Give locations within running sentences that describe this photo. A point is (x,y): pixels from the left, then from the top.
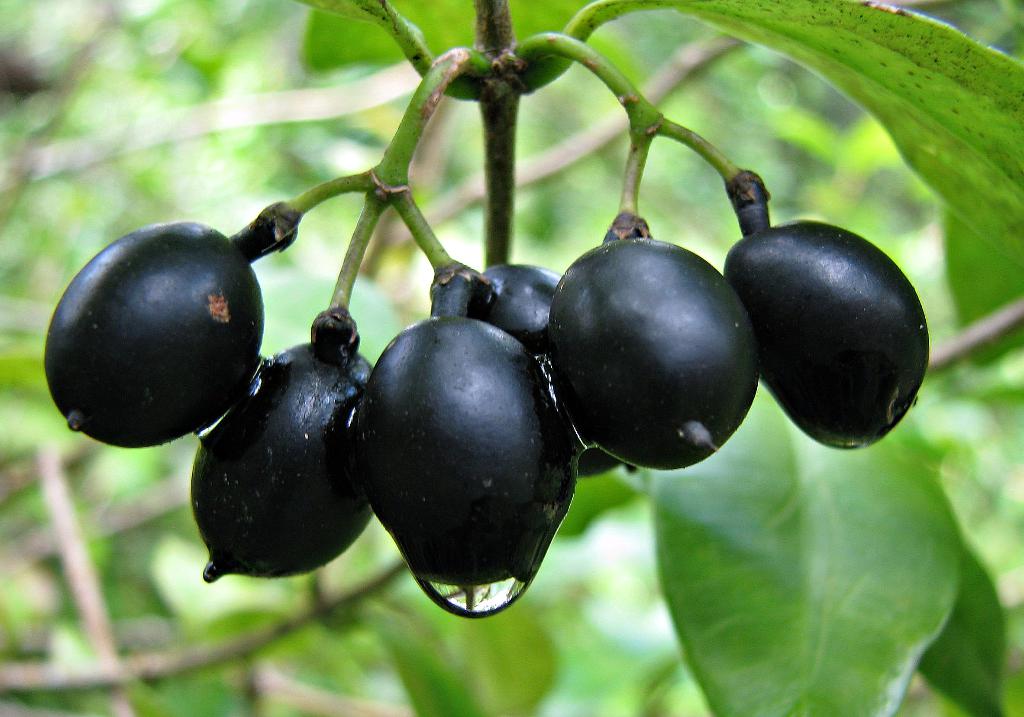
This image is taken outdoors. In the background (668,546) there is a tree (591,194) with green leaves (700,506). In the middle of the image (560,421) there are a few fruits (339,413) which are black in color.
